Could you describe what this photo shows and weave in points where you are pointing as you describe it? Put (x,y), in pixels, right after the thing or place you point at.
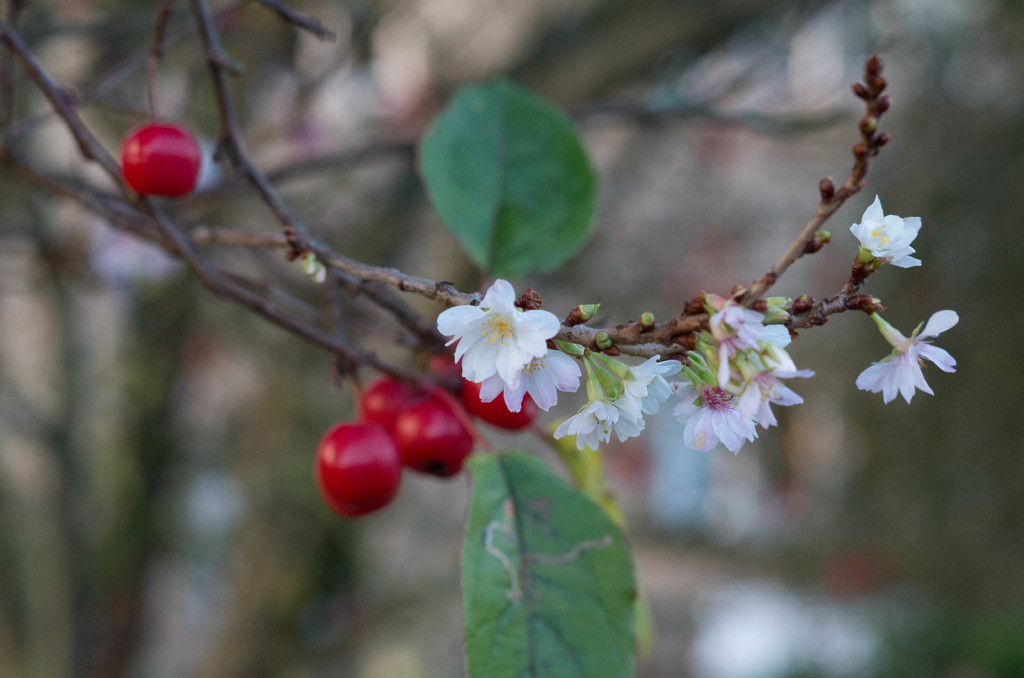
In this image I can see there are red color fruits (376,394) and white color flowers (541,320) to this tree (503,263). In the middle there are green leaves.
